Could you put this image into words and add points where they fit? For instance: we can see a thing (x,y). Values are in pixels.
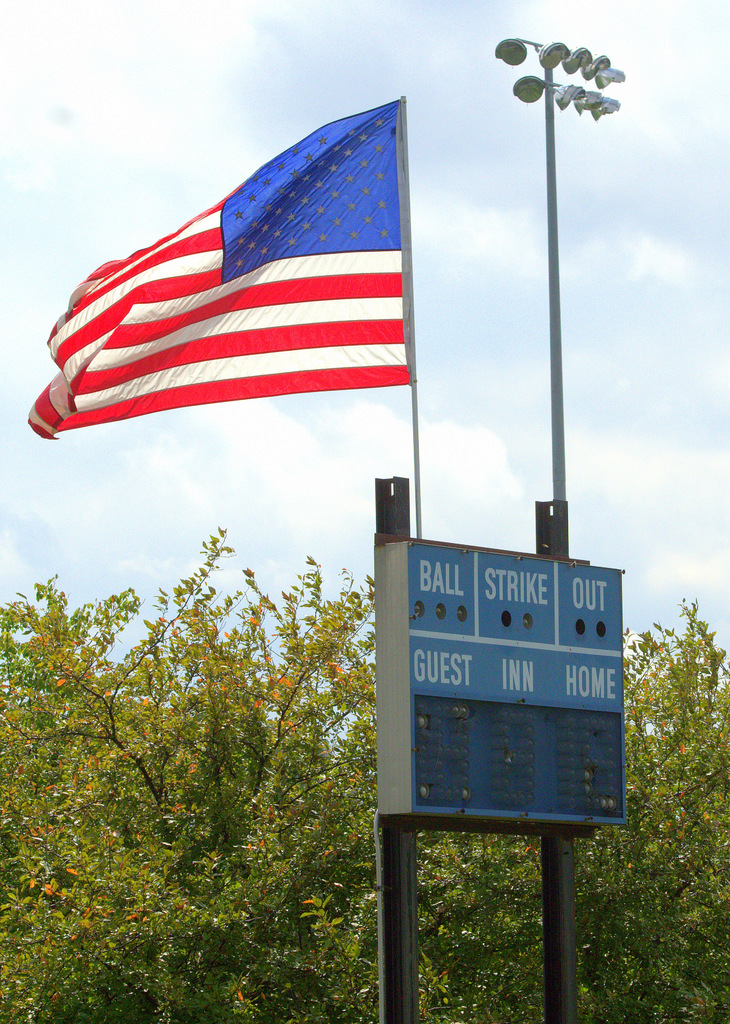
In this image I can see in the middle (479,651) there is a board (523,715) and there is a flag (377,310), at the back side (456,837) there are trees (422,852). At the top (309,99) it is the cloudy sky (291,125).
